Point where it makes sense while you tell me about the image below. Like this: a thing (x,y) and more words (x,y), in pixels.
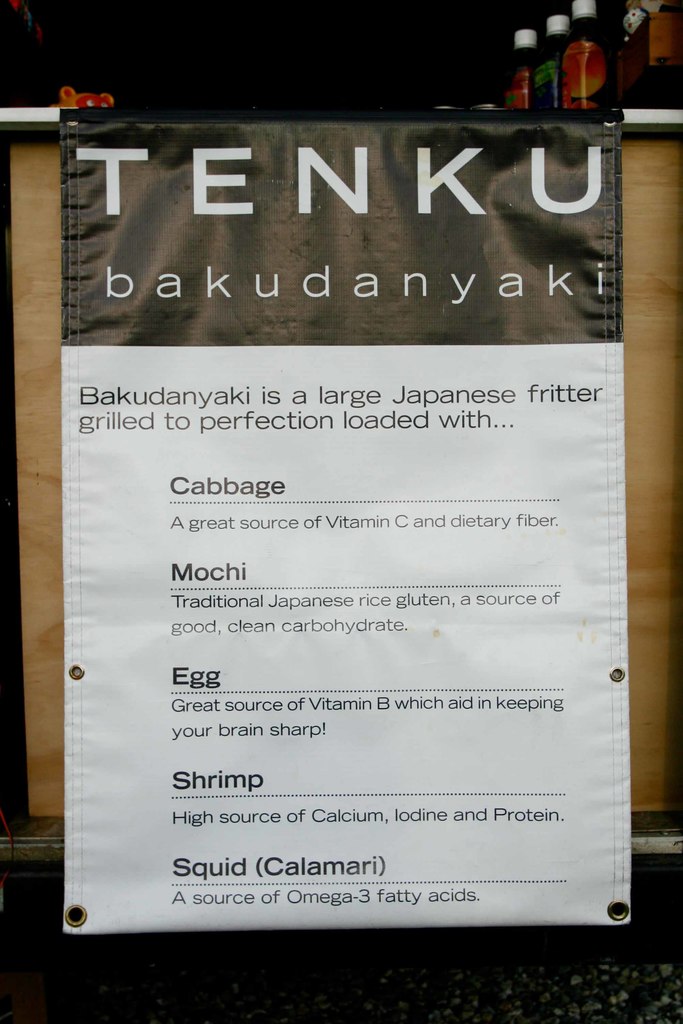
In this image there is a table (635,517). On the table (631,153) the bottles (580,60) placed. To the table (637,508) there is banner (374,353) hanged and text (212,425) is printed on it.
